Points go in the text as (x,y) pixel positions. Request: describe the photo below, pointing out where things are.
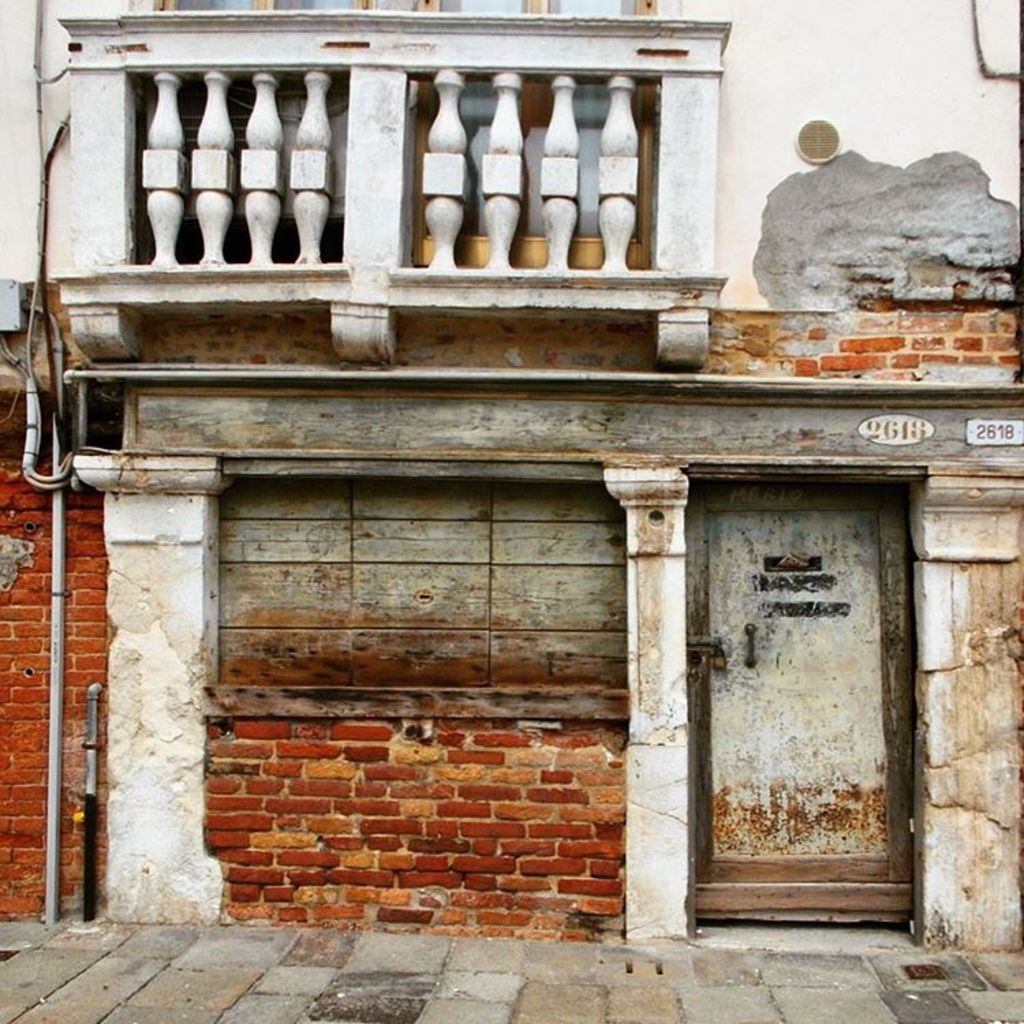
In this picture I can see a building (670,520) and I can see a door (757,652) on the right side of this image (770,666). I can also see numbers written on the building (699,454) and I can see the path (458,983) in front (191,986).
